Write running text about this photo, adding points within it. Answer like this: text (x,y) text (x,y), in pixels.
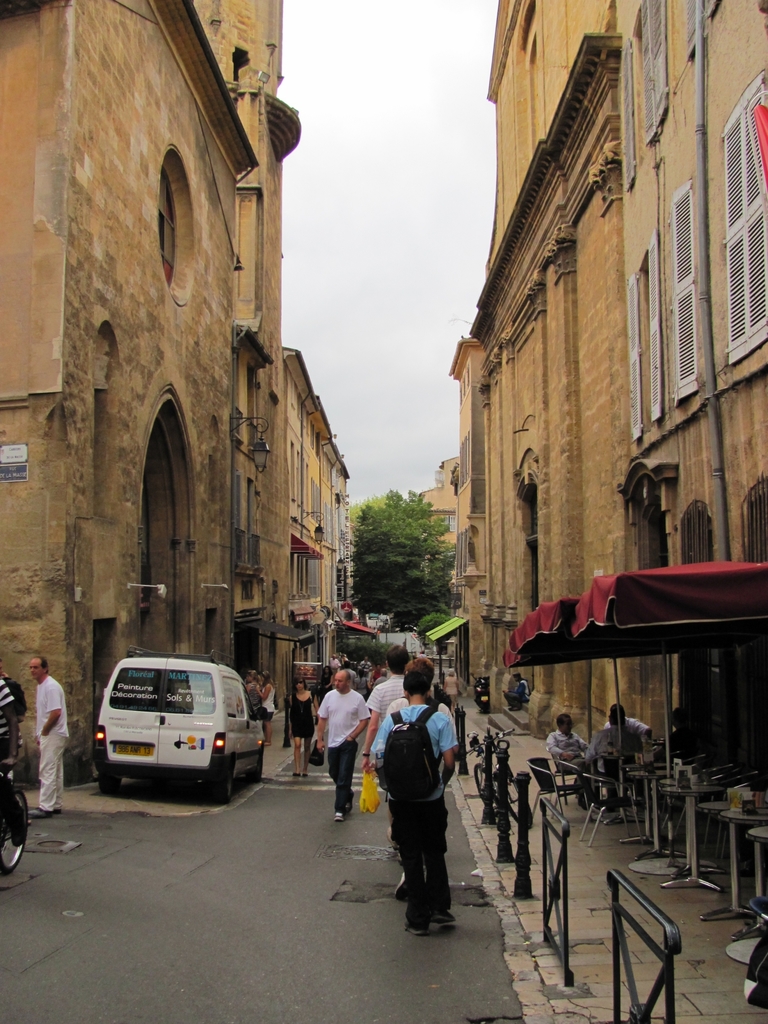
In this picture there are people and we can see tents (508,659), objects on tables (736,856), boards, buildings (145,389), vehicle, trees (402,566), poles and lights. In the background of the image (342,322) we can see the sky (399,378).
